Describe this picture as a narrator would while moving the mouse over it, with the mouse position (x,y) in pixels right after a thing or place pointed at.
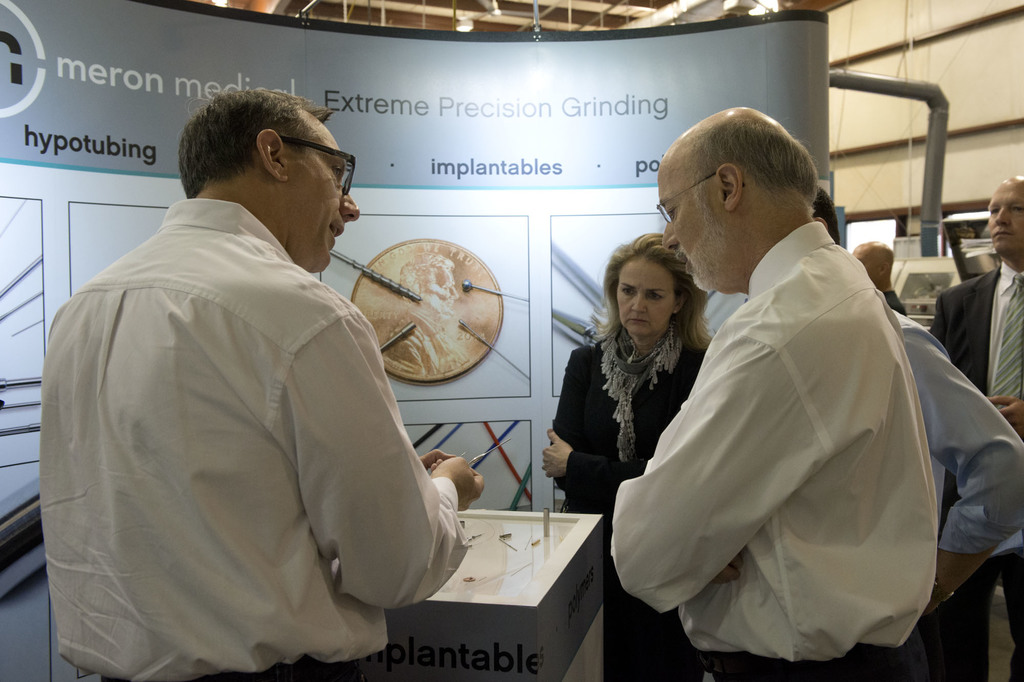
In the picture we can see a man (86,526) standing and explaining something to the people (579,404) who are standing before them and in the background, we can see a hoarding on it, we can see some information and some images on it and on the ceiling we can see some light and beside it we can see some pipe (907,95).
